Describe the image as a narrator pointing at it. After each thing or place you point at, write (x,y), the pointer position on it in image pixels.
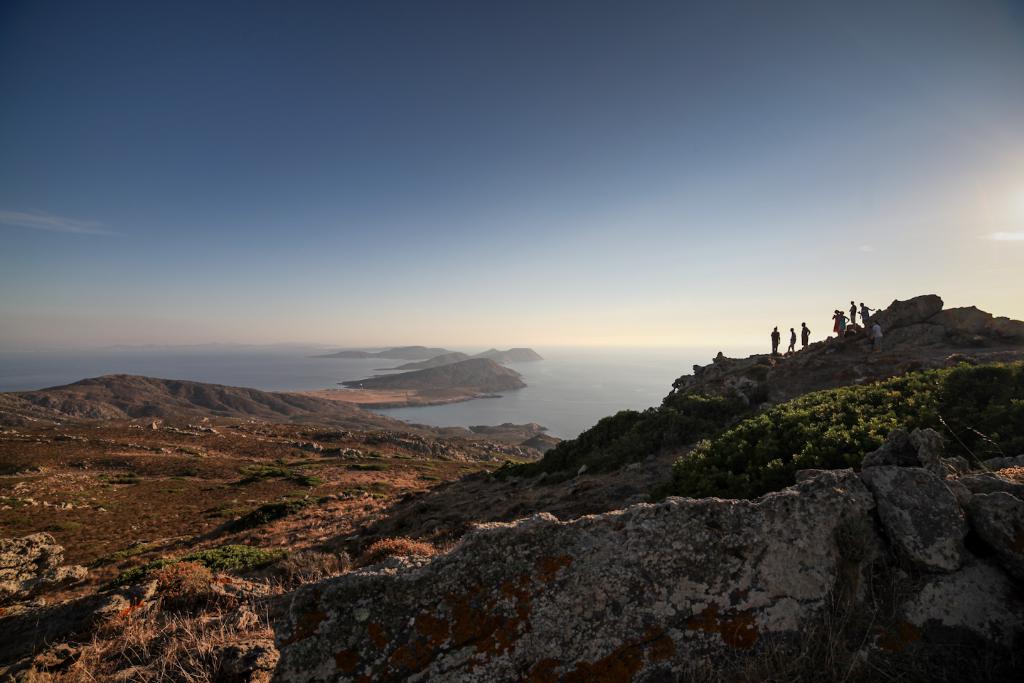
In this image at the bottom (700,521) there are some rocks (633,540), mountains (834,367) and some trees (780,484) and there are a group of people (772,348) standing. And in the background (664,378) there is a sea (647,375), and at the top (490,110) there is sky (490,110).
